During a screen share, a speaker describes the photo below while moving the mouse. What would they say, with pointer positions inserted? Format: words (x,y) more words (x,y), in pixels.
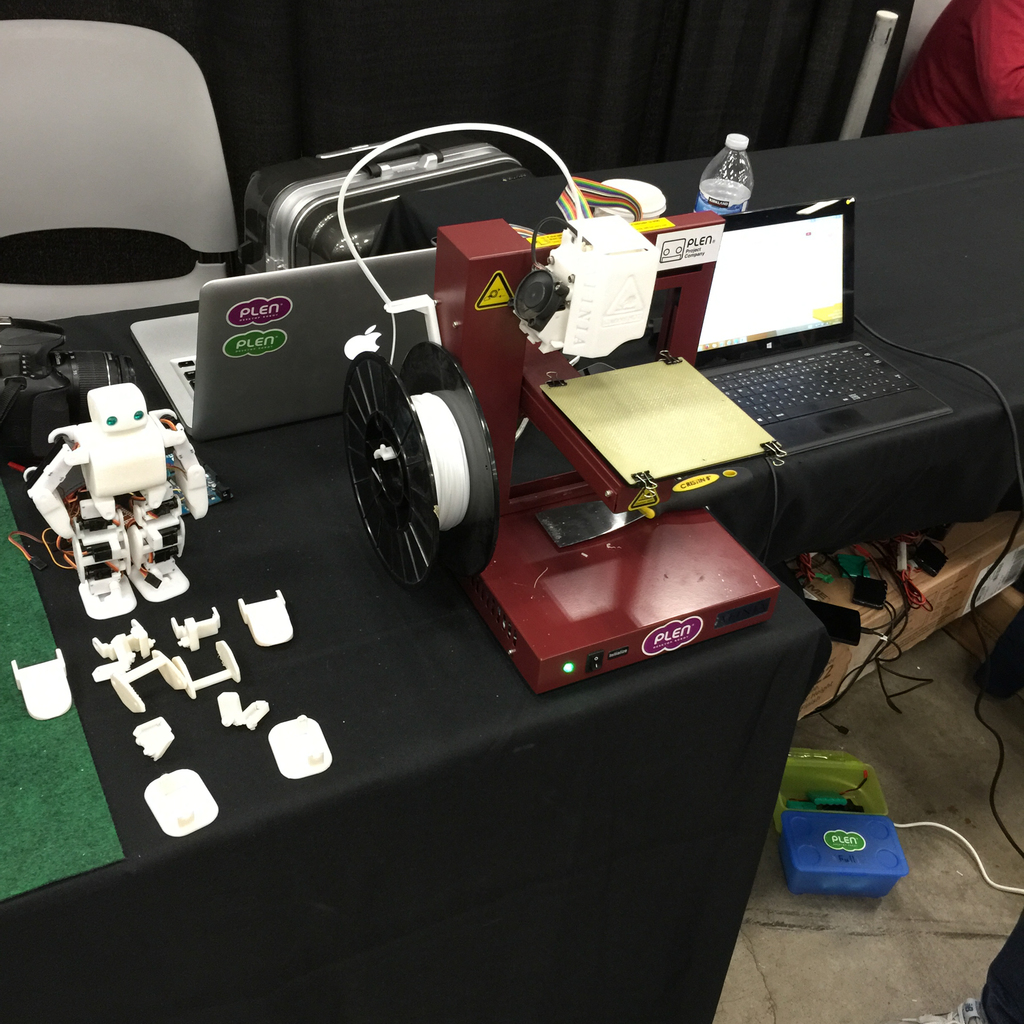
This is a table (600,794). On the table (582,976) there are laptops (845,298), bottle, toy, and objects (533,601). This is floor (911,943) and there are boxes (787,763). This is a chair (143,77) and there is a black background (752,77).
